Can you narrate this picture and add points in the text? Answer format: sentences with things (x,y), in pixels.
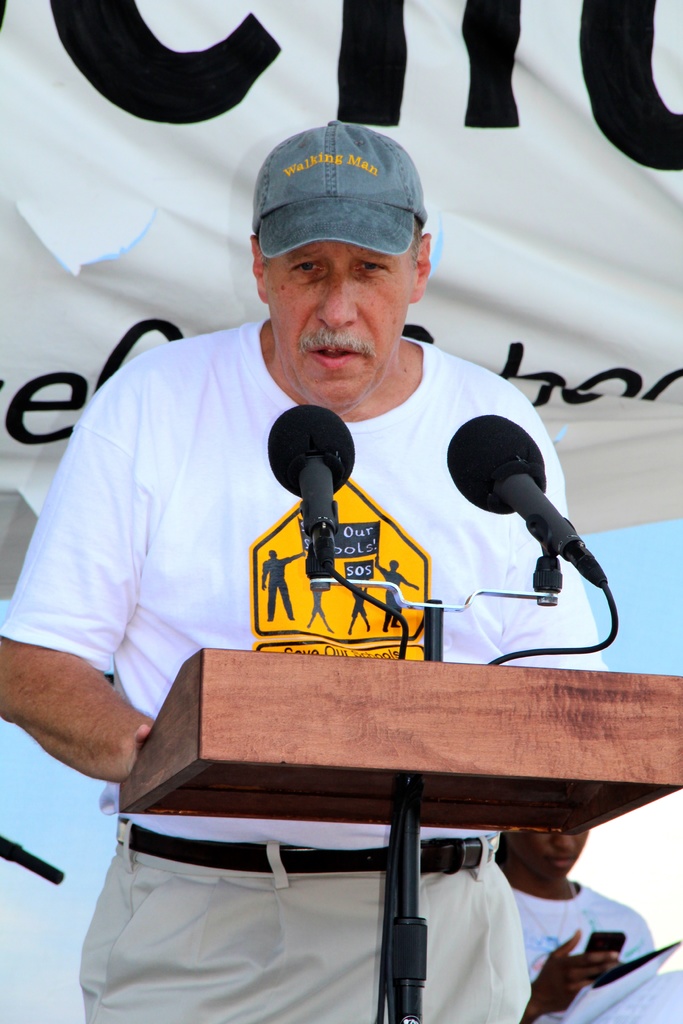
In this picture I can see there is a man (367,473) standing and he is wearing a white shirt (519,564) and there is a wooden table (352,696) in front of him and there are microphones (331,417) attached to it. In the backdrop (490,100) there is a person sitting and there is a banner (634,463).
